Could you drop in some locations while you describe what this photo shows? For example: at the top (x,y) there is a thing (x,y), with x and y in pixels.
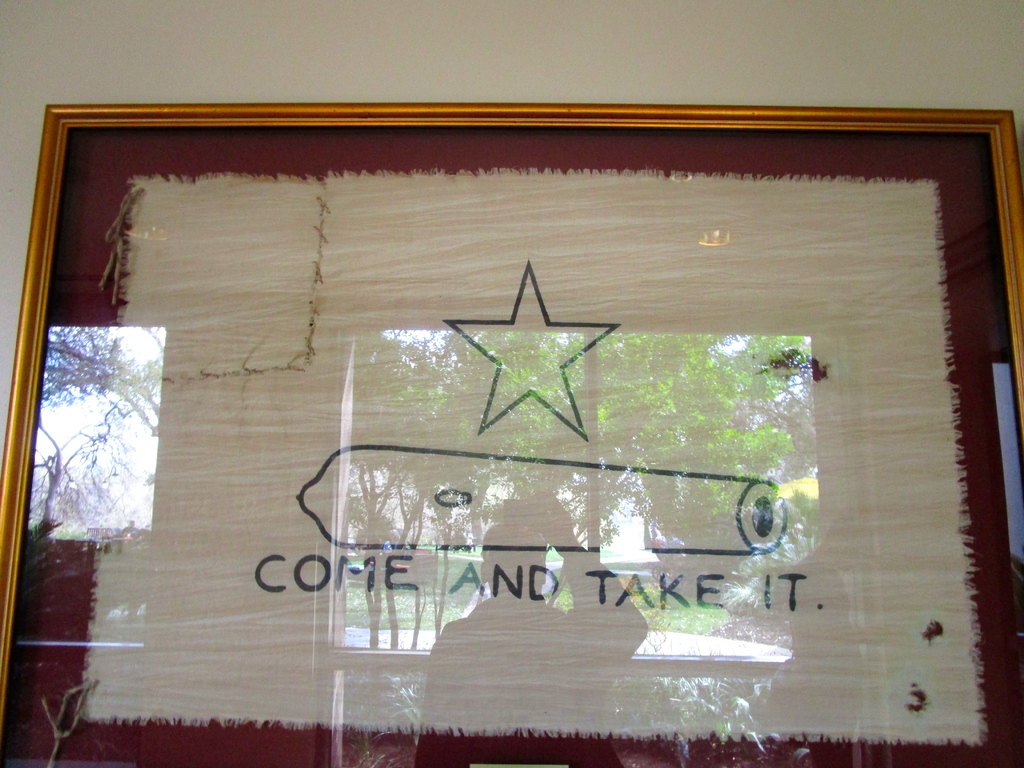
In the image there is a frame (57,111) covered with a glass (556,434) and behind the glass (432,361) there are two images (531,370) and a text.
